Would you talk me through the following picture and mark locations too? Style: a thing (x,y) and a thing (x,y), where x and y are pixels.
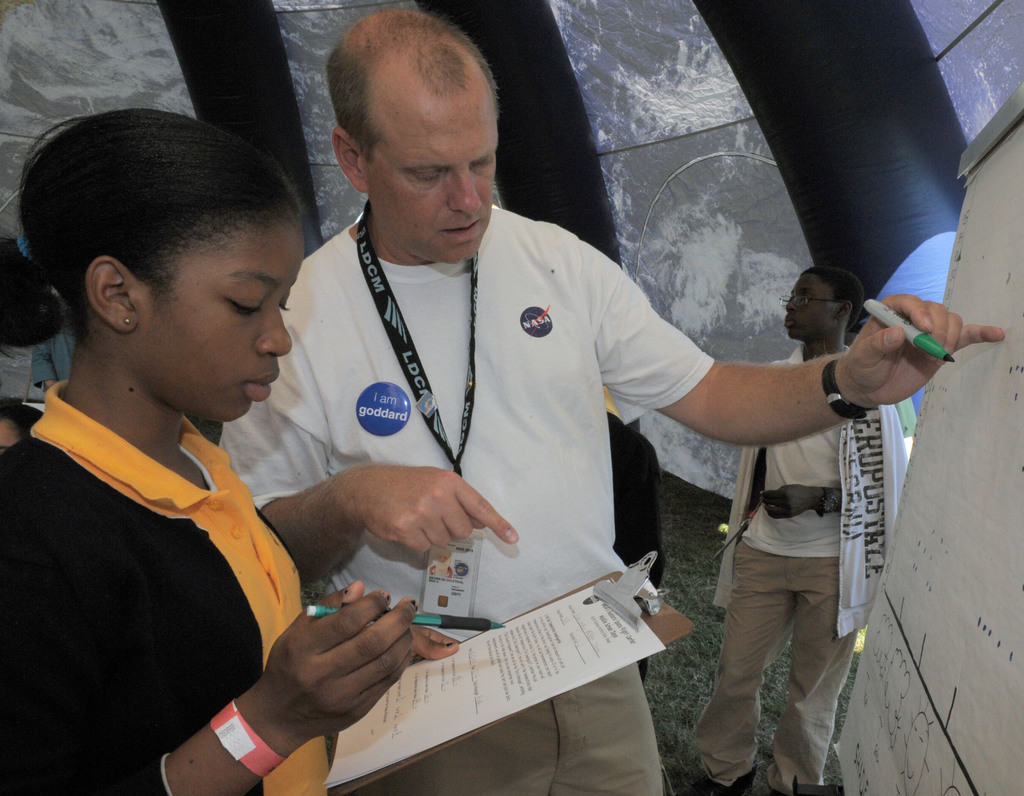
This image consists of three persons (400,596). One is holding exam pad (407,730). Another one is pointing at the board (963,434).
